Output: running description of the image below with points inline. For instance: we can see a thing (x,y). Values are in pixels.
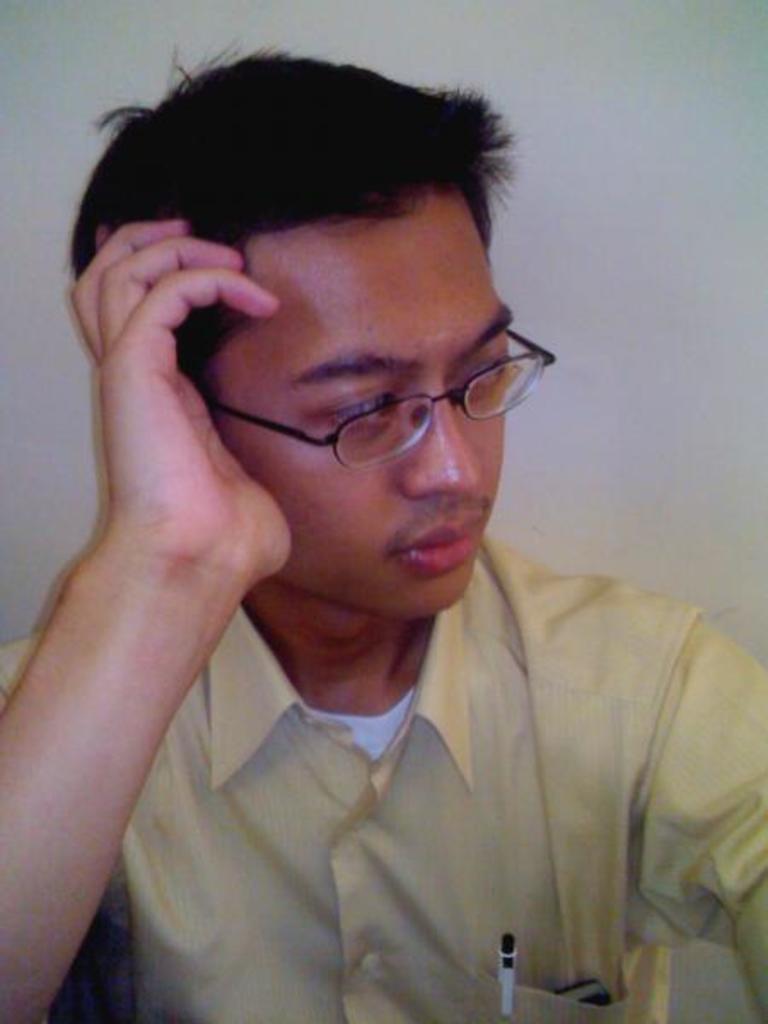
In this image we can see a person (468,796) wearing yellow color shirt (512,819) and there is mobile phone (576,992) and pen (503,975) in his pocket (546,1004) wearing spectacles (419,427) sitting.
